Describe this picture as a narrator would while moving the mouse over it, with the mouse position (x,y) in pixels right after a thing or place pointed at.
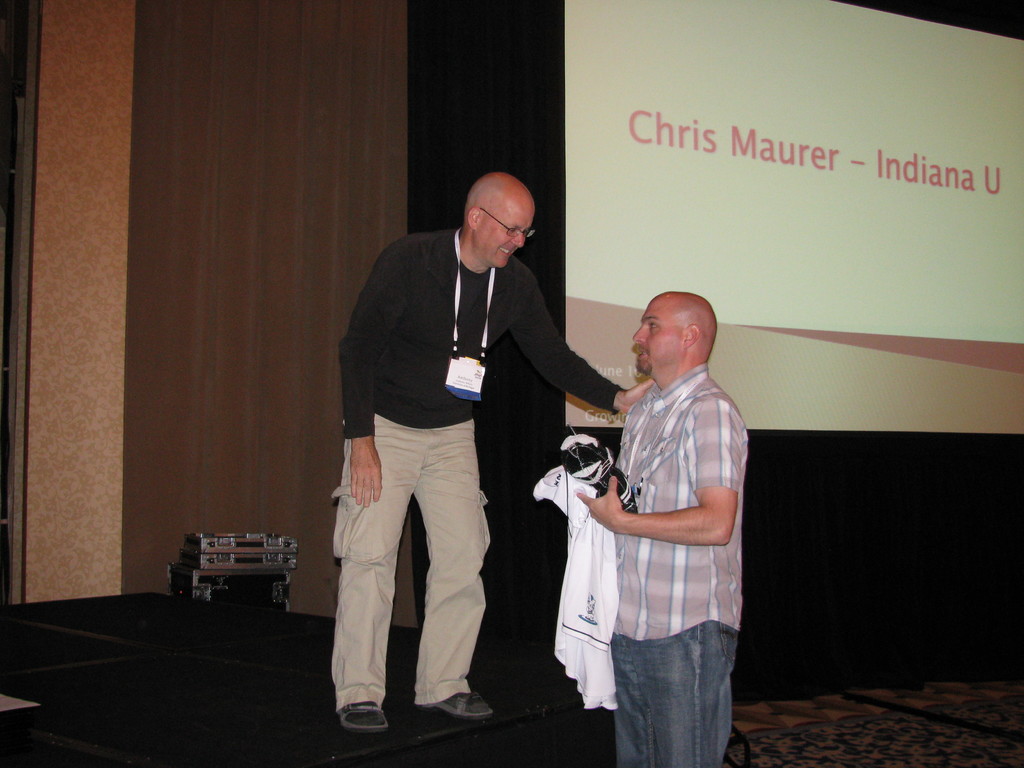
In this image there is a man (347,720) standing on the stage (402,758) beside him there is other man (635,767) standing holding a cloth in hand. Also there is a screen (572,416) on the top (663,118).
